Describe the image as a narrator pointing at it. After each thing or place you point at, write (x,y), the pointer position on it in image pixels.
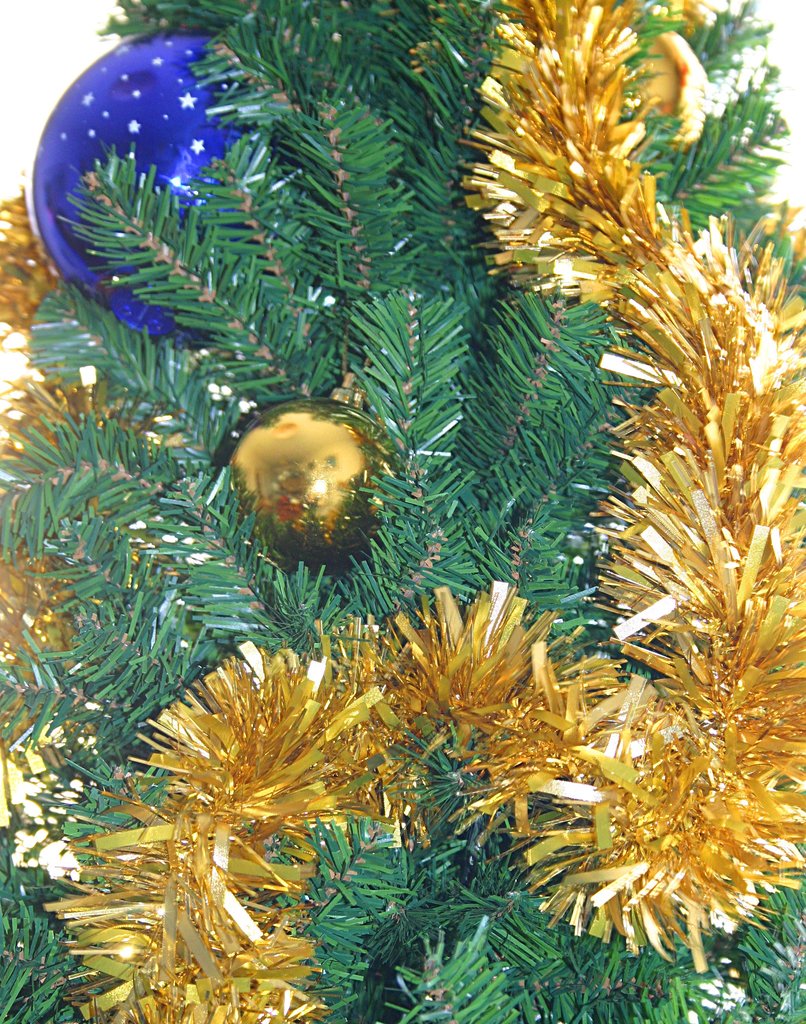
In this picture we can see a Christmas tree (336,63) with a ball (338,455) and an object (496,237) on it.
